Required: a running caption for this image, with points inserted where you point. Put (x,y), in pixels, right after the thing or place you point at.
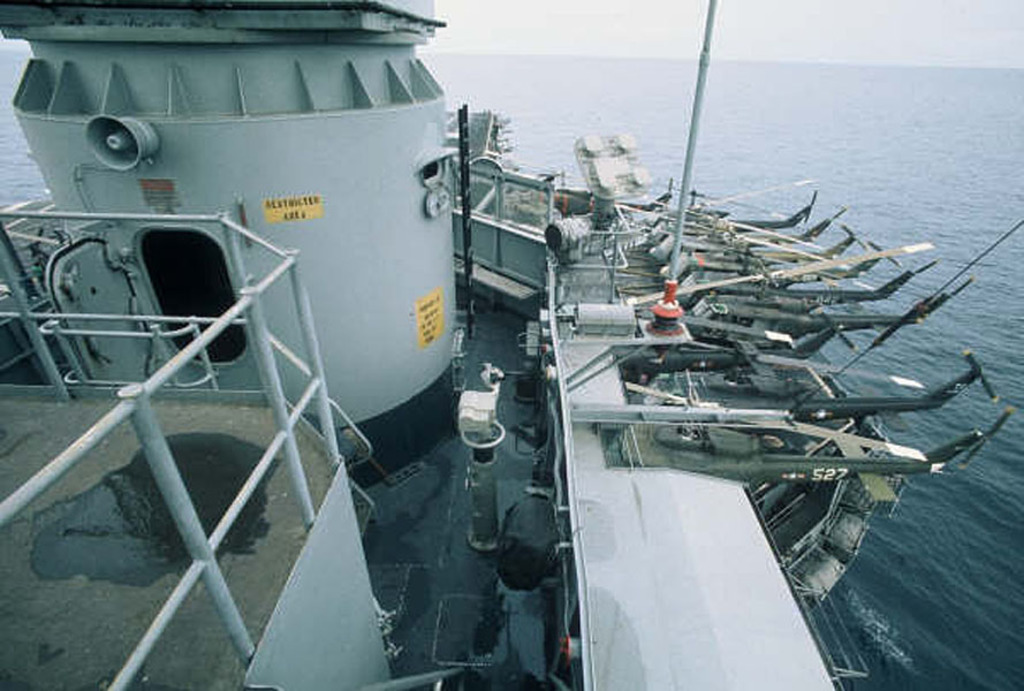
In this image I can see the ship (588,317) on the water (714,180). In the background (667,35) I can see the sky (625,51).
